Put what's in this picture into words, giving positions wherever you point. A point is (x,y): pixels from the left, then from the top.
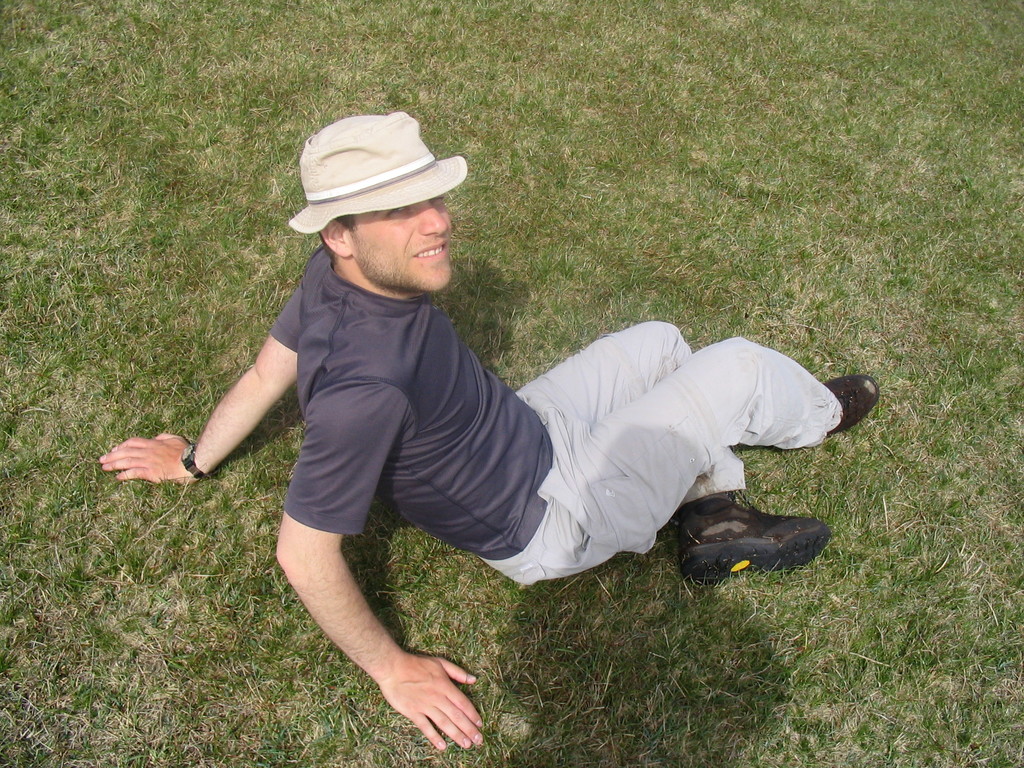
In this picture I can see a man (269,376) sitting on the grass (262,687).
